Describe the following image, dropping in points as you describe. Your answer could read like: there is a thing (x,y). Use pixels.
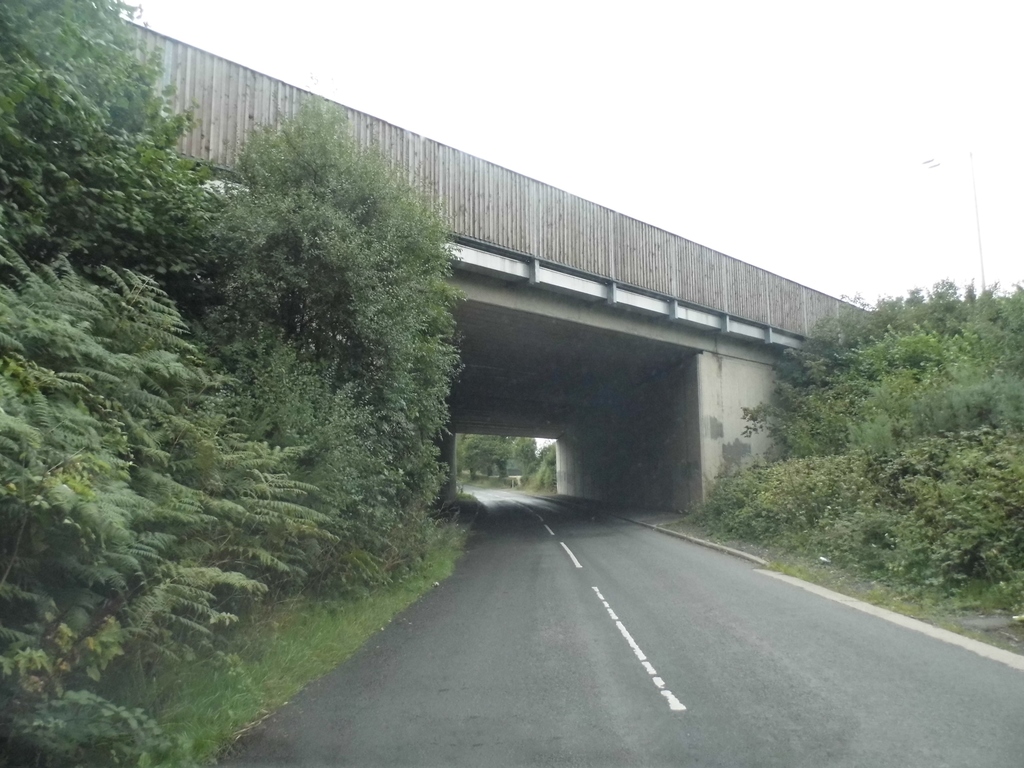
There is a road (665,675) on which, there are white color marks (630,642). On both sides of the road (848,652), there are plants (885,382) and trees (919,377), there is a bridge (536,280) which is built across the road (494,594). In the background (512,466), there are trees (533,470) and there is sky (597,68).
